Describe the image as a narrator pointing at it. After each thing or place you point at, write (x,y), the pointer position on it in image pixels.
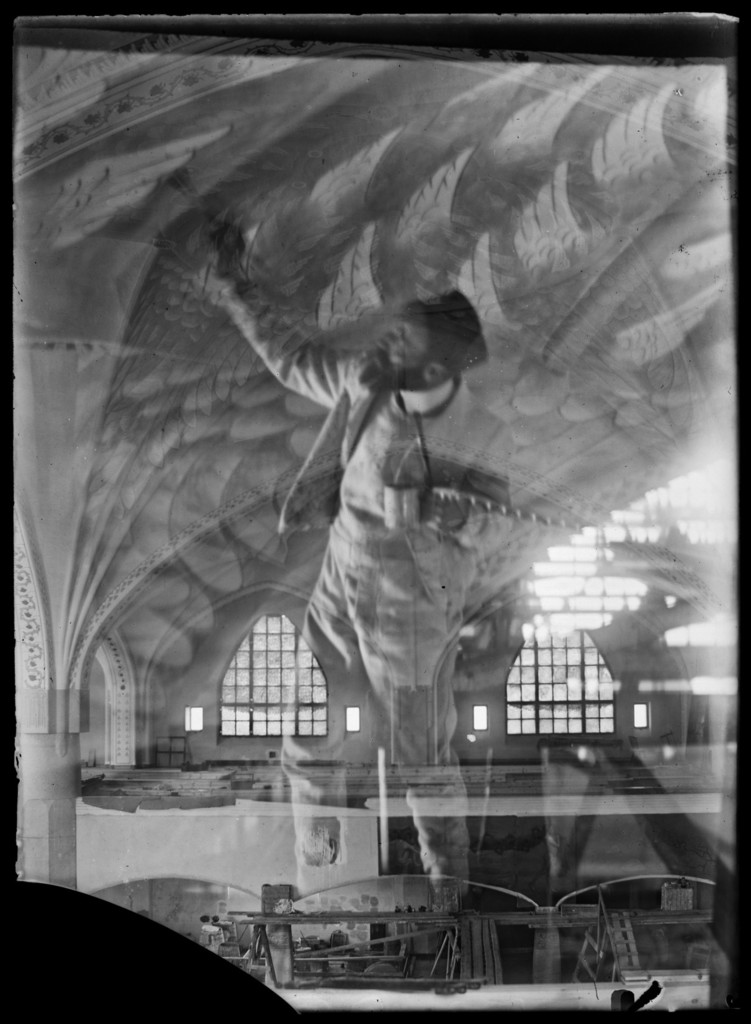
In this picture we can see a person (449,863) standing. We can see an arch (250,517). There are few windows (274,674) in the background (316,671).
